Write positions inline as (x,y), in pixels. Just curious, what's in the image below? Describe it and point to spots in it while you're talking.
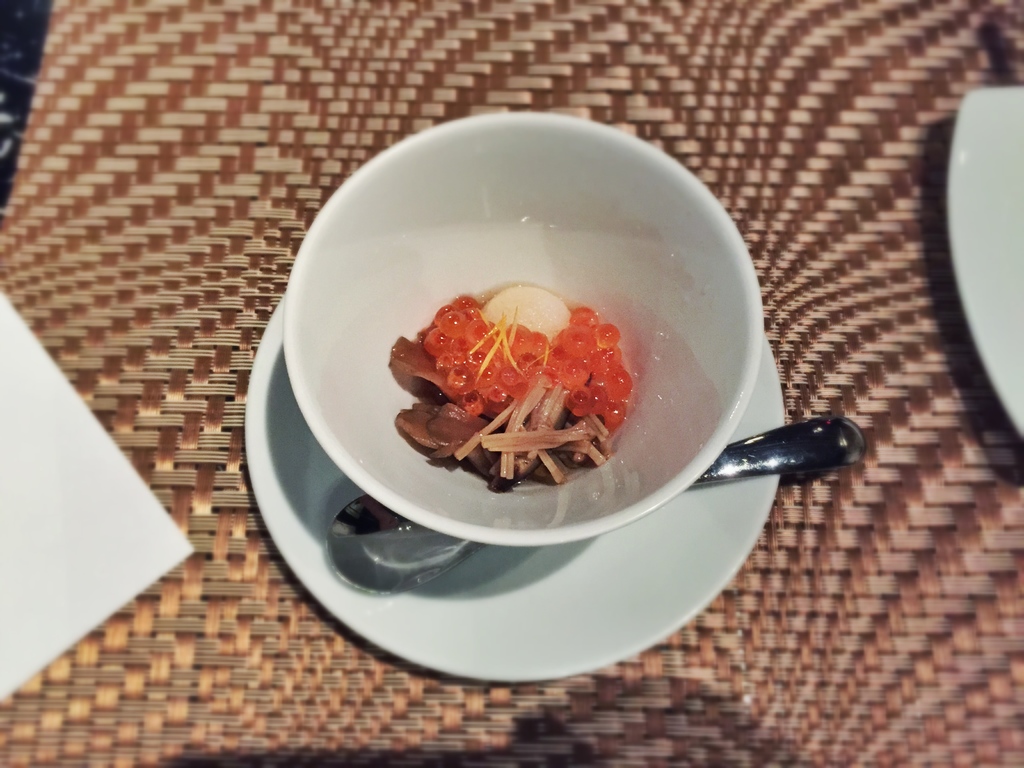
On the table (946,167) I can see the paper (96,487), plate (1013,337) bowl (598,143), saucer (699,584) and spoon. In that bowl (666,287) I can see some food items (508,394).
